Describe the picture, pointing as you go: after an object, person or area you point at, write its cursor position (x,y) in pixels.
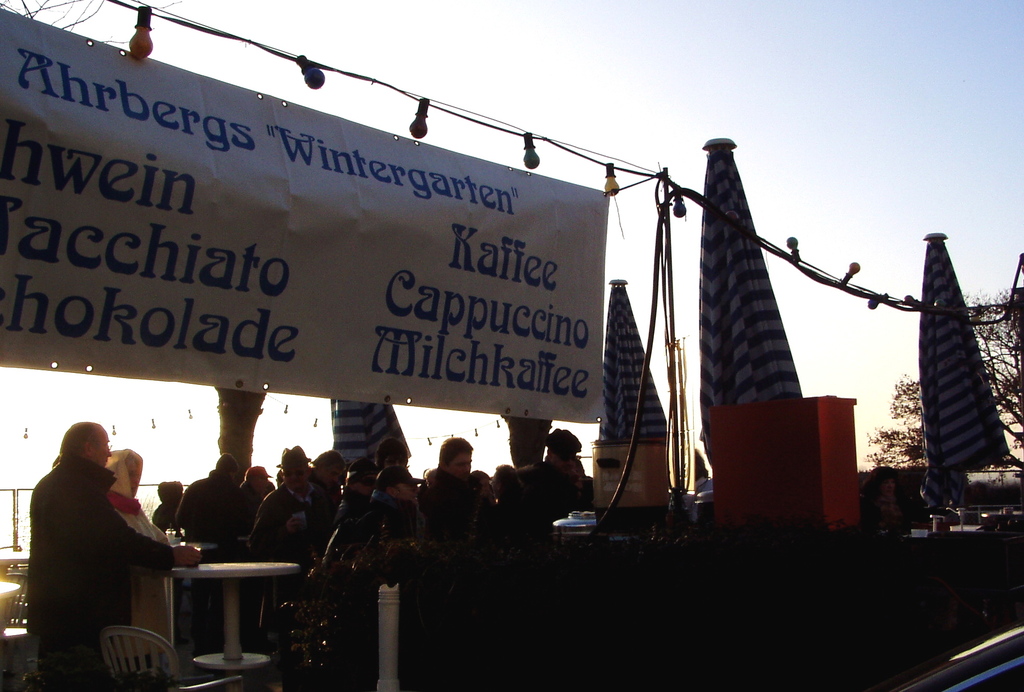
As we can see in the image there is a sky (742,76) and a banner (501,294) and few people (100,521) standing and sitting here and there and there is a table (234,577).
